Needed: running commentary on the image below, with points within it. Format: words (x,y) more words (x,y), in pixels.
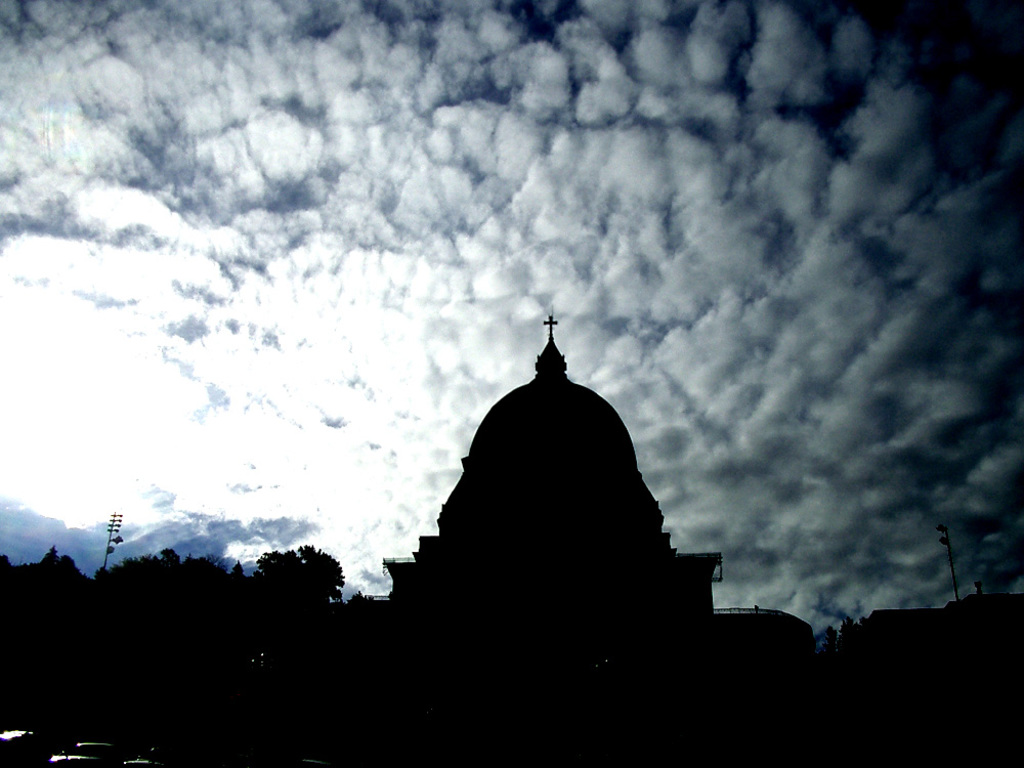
In the center of the image (520,460) we can see a church (572,648). On the left (219,587) there are trees (124,576) and a pole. At the top (362,172) there is sky (512,152).
